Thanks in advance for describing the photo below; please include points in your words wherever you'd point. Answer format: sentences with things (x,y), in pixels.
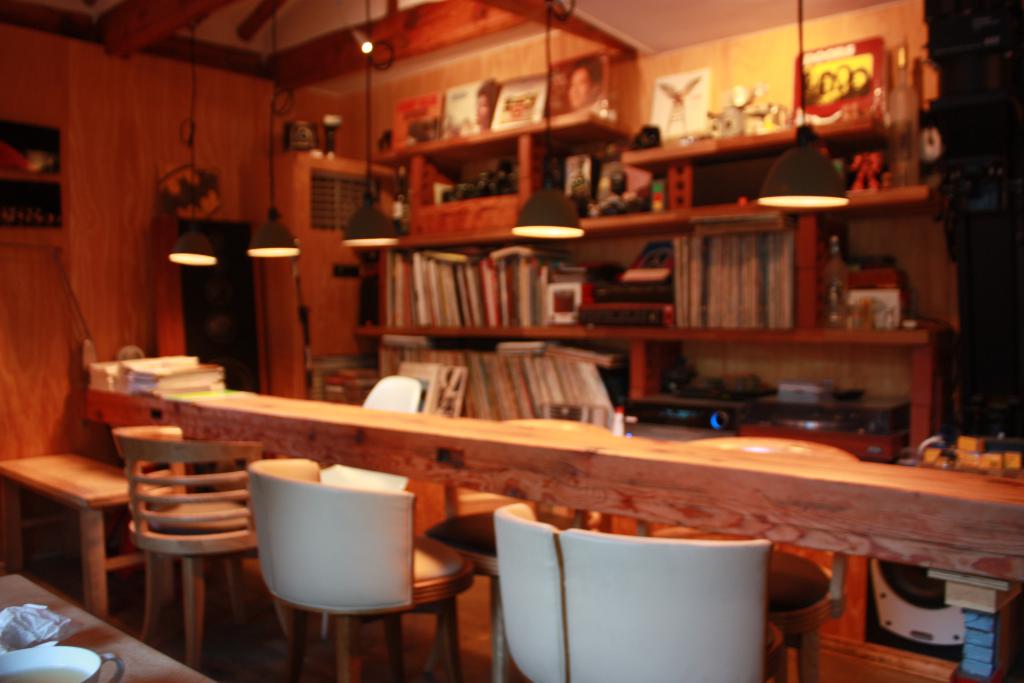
In the middle (605,274) there is a bookshelf (628,355), lights (566,197) and wall (731,82). On the left (282,516) there are three chairs (313,540) and table (88,473). I think this is a house (537,355).
